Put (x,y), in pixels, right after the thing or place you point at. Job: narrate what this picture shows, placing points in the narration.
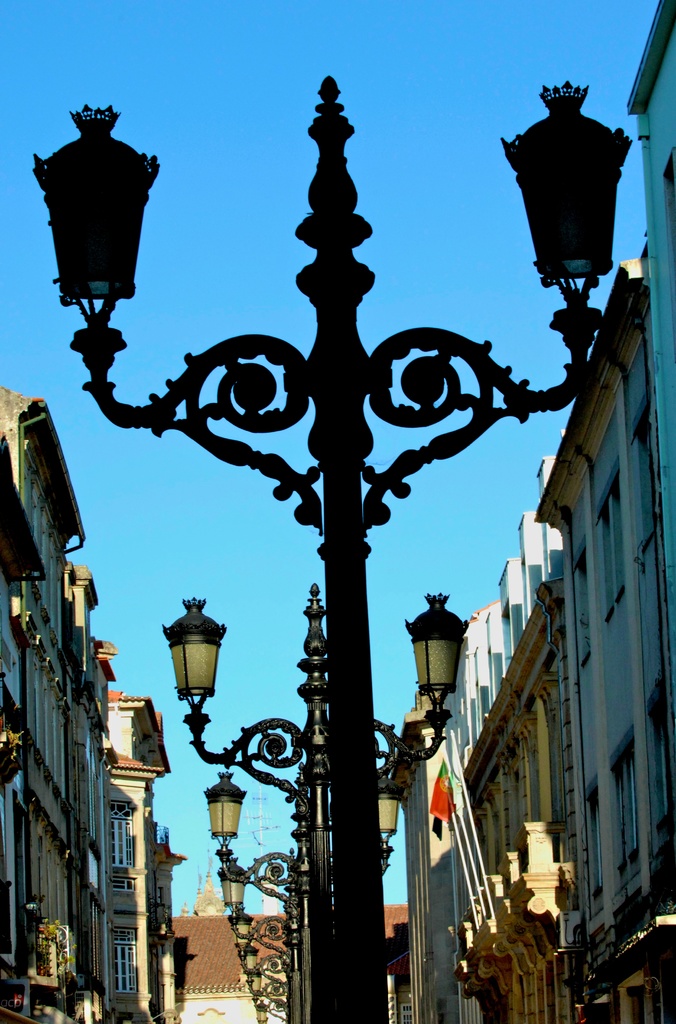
In this image, we can see street lights (355,923), buildings (23,873), walls (596,775), windows (641,598), flags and poles (455,754). In the background (95,482), there is the sky (123,378).
